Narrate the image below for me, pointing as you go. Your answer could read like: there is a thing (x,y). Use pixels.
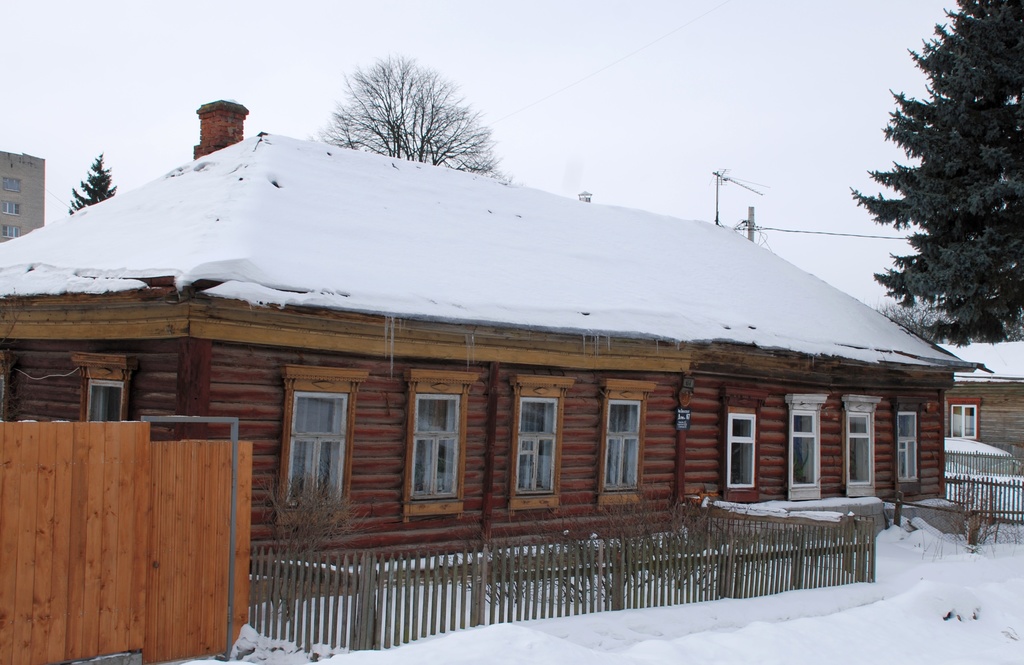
In this image I can see the snow (835,621). To the side of the snow (795,626) I can see the railing (657,539), house (397,376) with windows (803,485). In the background (293,11) there are many trees (386,118) and the sky (148,78).
